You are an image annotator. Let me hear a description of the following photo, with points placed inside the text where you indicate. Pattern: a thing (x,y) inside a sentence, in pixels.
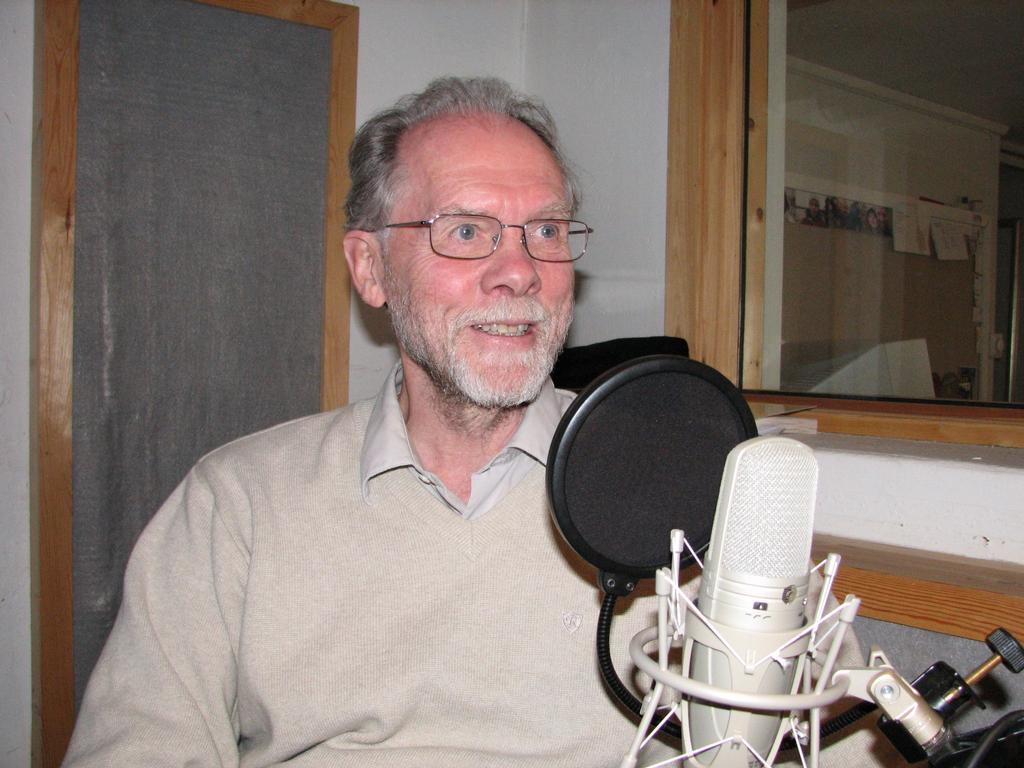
There is a person (271,482) wearing specs (444,227) is sitting. In front of him there is a mic (702,606). In the back (444,42) there is a glass window (771,181) and a wall (444,68).
